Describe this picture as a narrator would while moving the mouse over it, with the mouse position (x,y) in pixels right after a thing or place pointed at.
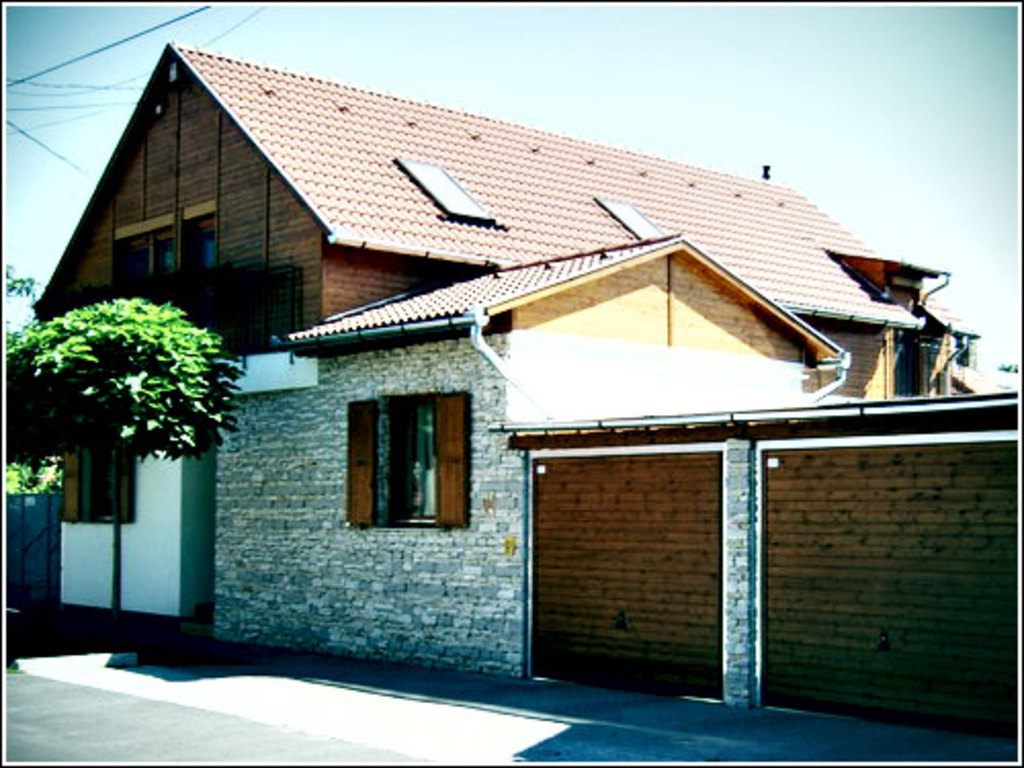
In this image we can see a house (693,490) and a tree (206,453). Bottom of the image (183,697) road (228,724) is there.
